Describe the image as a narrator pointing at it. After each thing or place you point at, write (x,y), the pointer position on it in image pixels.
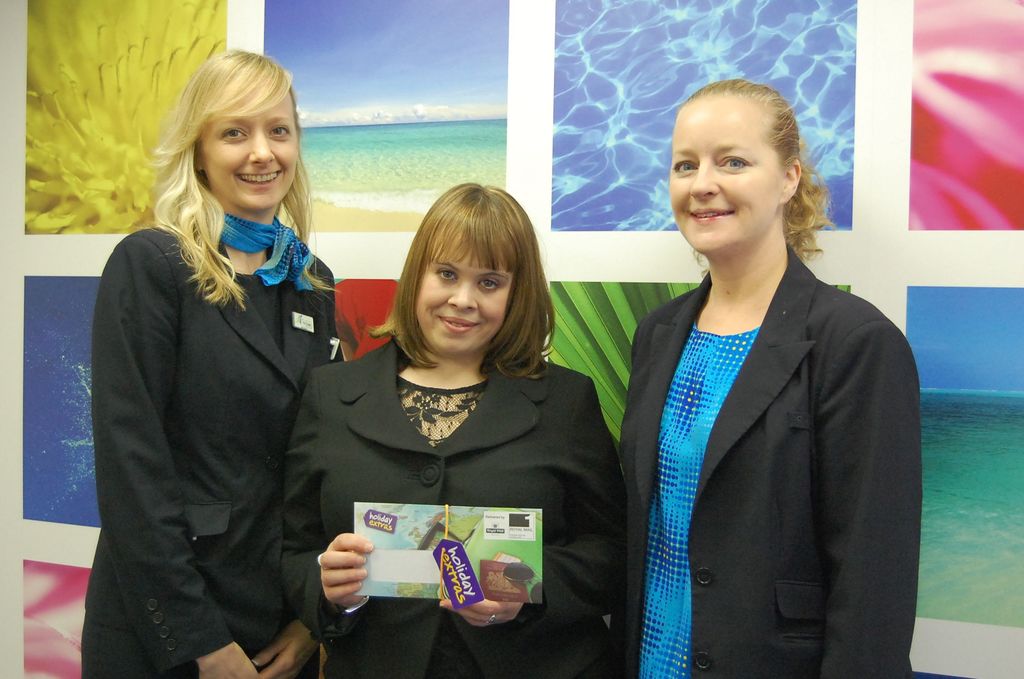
In this image I can see three women (133,252) standing in the center of the picture (653,435) and posing for the pic. The woman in the center (401,442) is holding a paper (424,567) in her hand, I can see a collage image (358,340) as a background (314,58) behind them.
